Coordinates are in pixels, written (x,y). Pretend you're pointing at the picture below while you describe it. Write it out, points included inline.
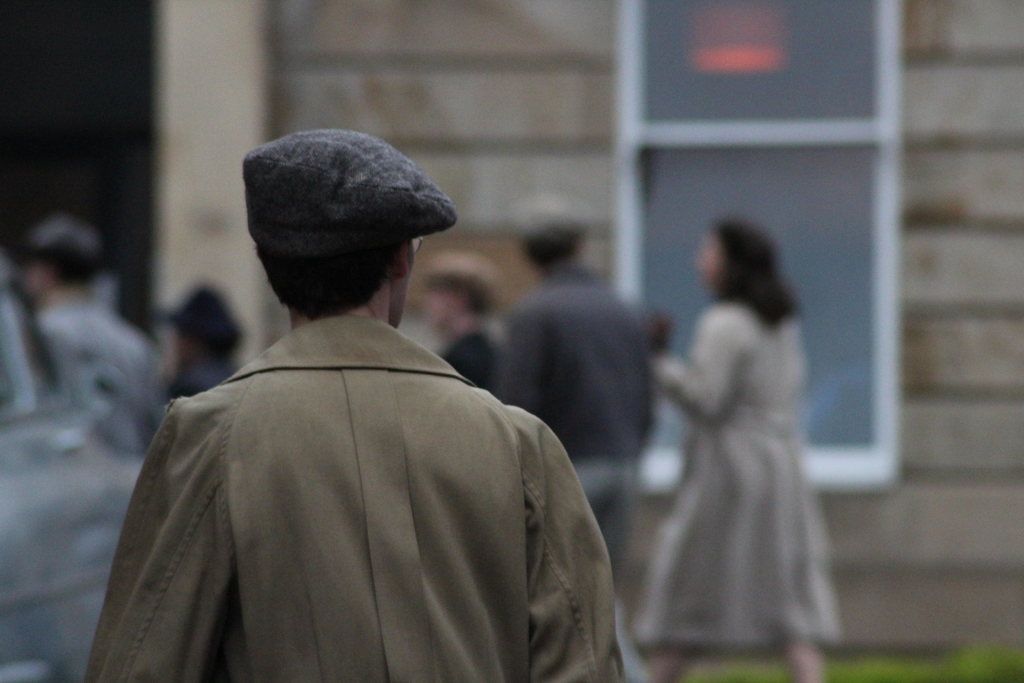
In this image I can see group of people (143,480). In front (335,630) the person (381,433) is wearing brown color dress (341,604). In the background (956,232) I can see the building (928,554) in gray color.
